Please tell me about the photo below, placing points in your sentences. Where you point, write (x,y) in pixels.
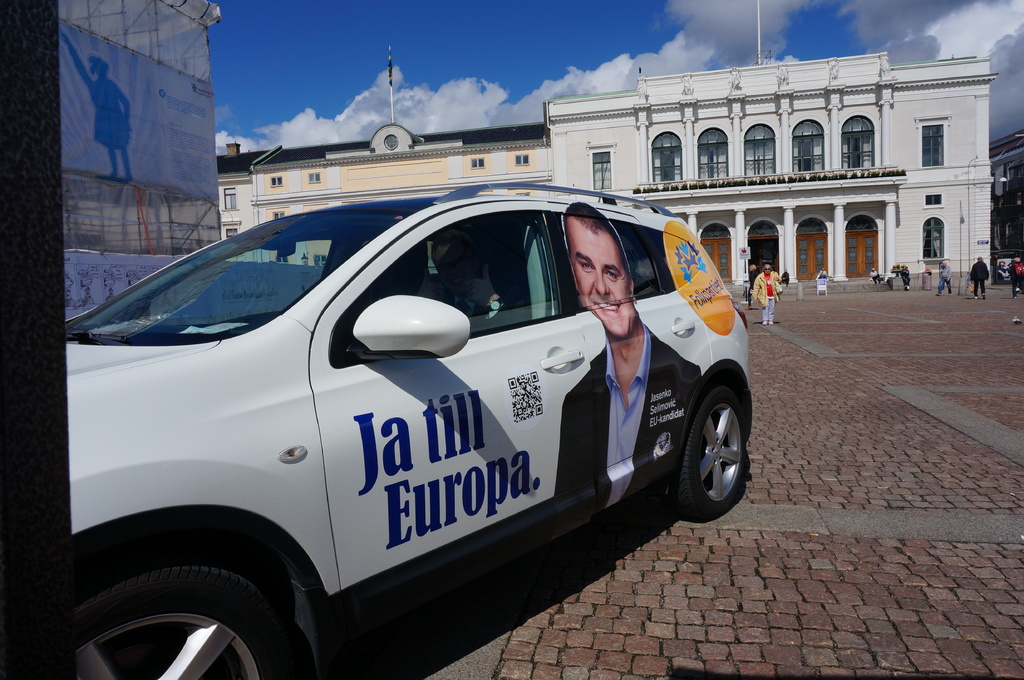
In this image we can see a car (414,445). On the car (429,458) something is written and there is an image (615,373) of a person (617,319). In the back (537,162) there is a building (682,174) with windows (765,161) and door (713,254). And there are many people (1019,287). In the background (444,49) there is sky (610,53) with clouds (670,47).
